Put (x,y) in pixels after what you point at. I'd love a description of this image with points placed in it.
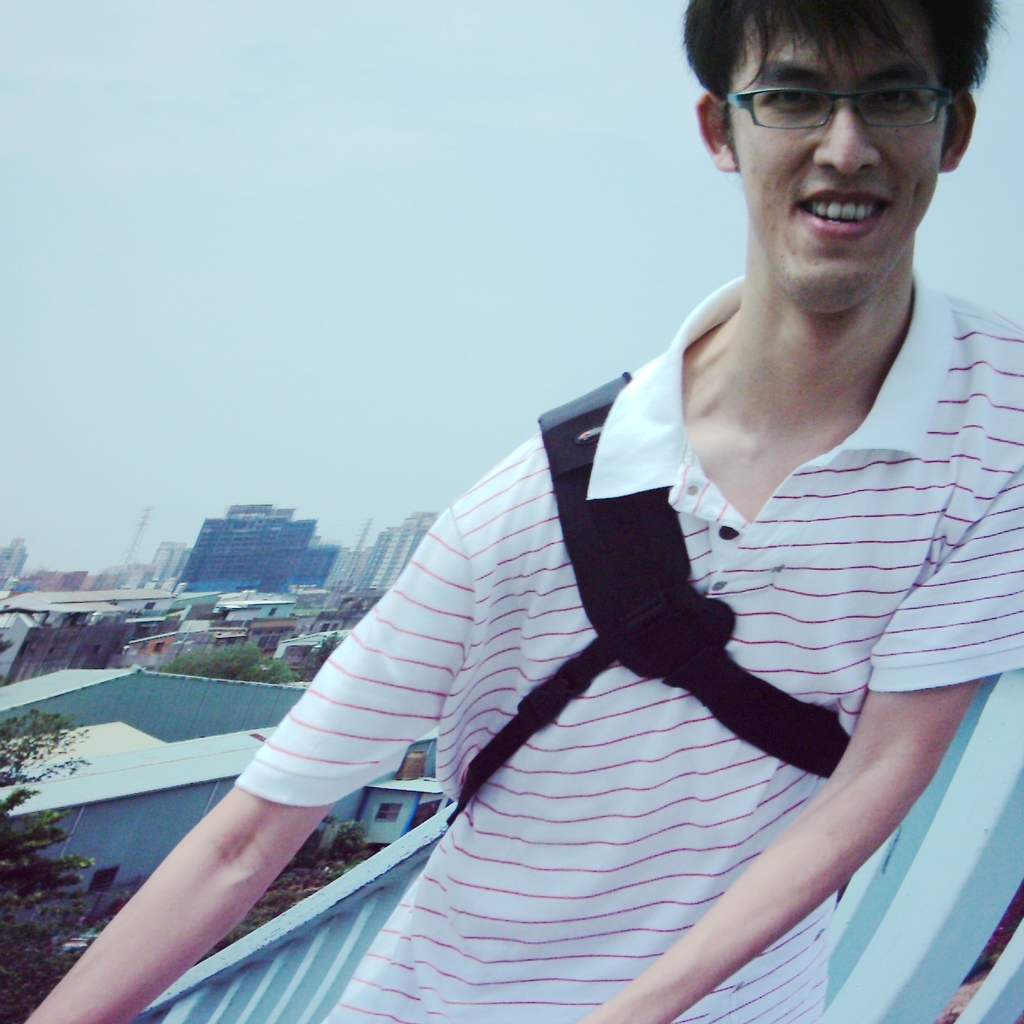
In this image we can see a man (547,574) standing beside a barricade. On the backside (321,539) we can see a group of buildings (214,610), a tower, some trees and the sky (378,386) which looks cloudy.
